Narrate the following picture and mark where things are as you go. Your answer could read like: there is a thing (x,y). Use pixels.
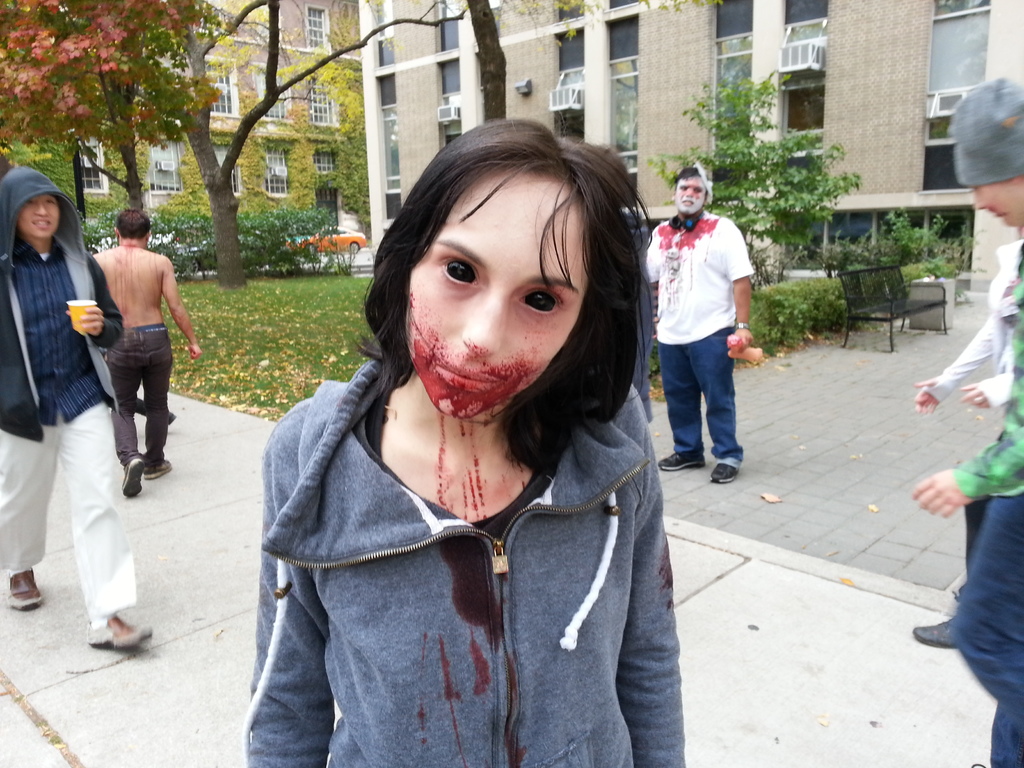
In the center of the image (604,318) there is a girl (605,520) wearing a jacket (364,579). In the background of the image (475,63) there are buildings (663,120), trees (29,61) and vehicles (333,234) on the road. To the left side of the image (3,510) there is a person (95,409) walking on the pavement (42,632). To the right side of the image (994,185) there are people (986,633). There is a bench (862,280).
